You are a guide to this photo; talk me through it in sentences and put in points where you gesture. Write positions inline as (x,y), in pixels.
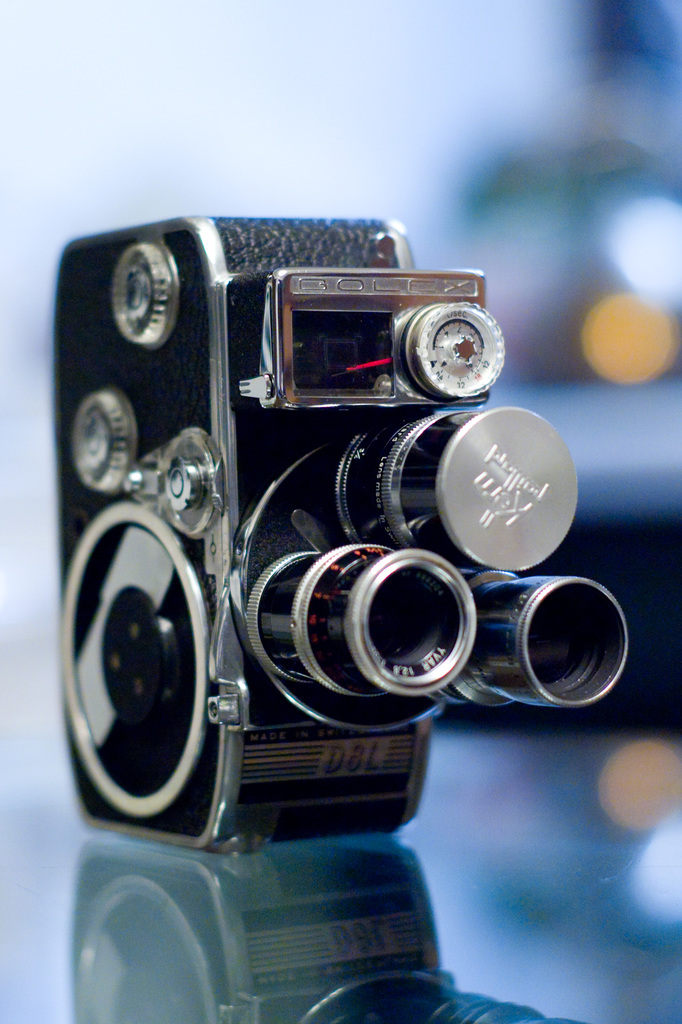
In this image I can see it looks like an object (397,604) made up of stainless steel (391,561).
